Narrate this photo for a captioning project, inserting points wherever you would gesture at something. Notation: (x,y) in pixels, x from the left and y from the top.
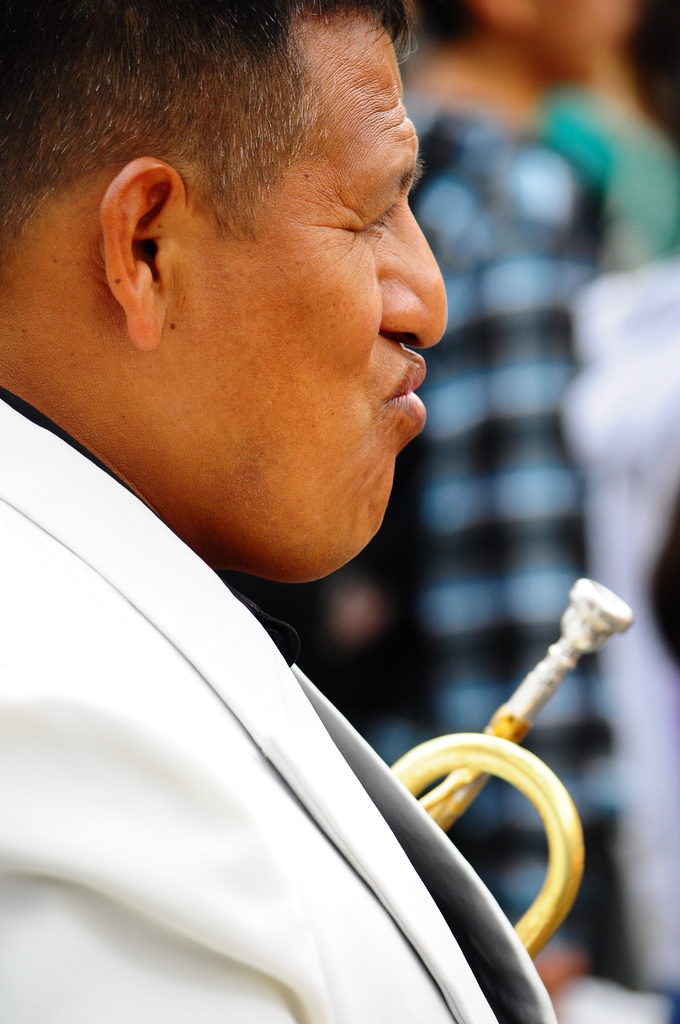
In this image I can see one person (167,466) is wearing white color dress (159,837). Background (516,80) is blurred.
